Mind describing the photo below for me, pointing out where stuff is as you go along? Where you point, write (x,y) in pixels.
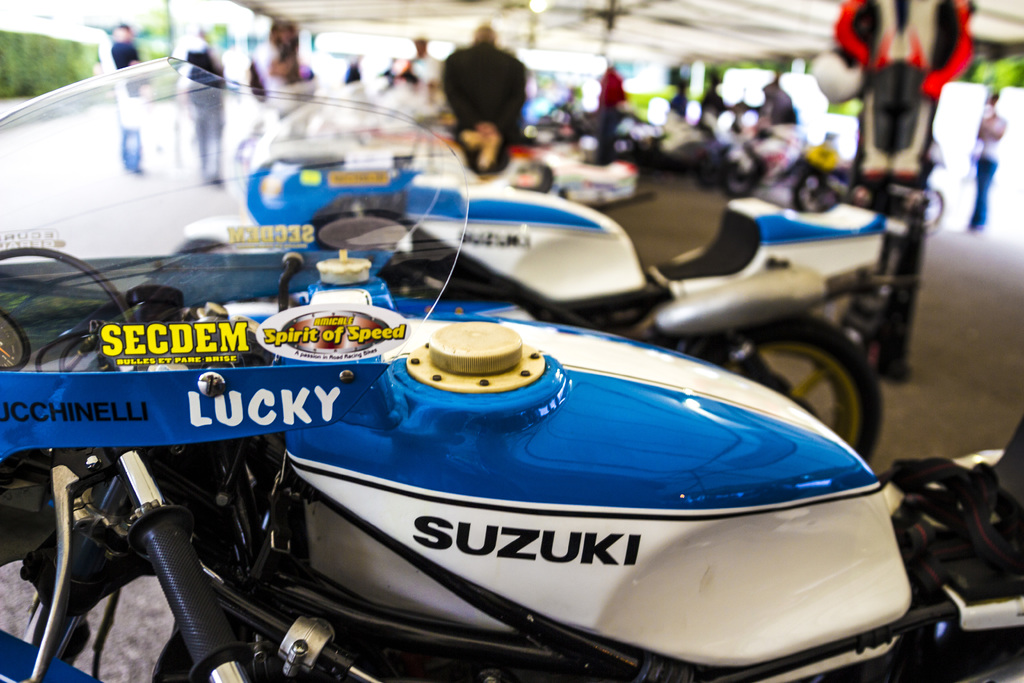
In the image there are many motorcycles (707,154) with few persons (716,102) standing in the back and on either sides there are plants (1007,65).
